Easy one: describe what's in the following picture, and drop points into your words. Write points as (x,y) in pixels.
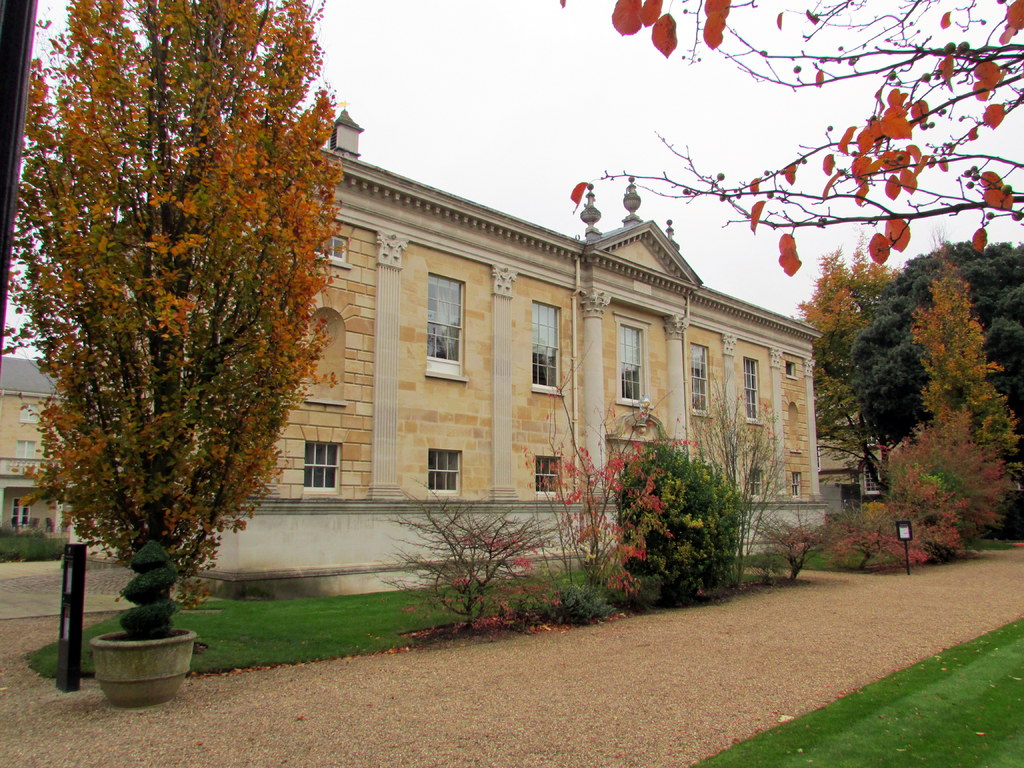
In this image in the front (987,714) there's grass (927,698) on the ground (915,698). In the center (635,498) there are trees (756,490), there are poles (63,603), there is grass (353,654) on the ground (353,625) and in the background (437,370) there are buildings (810,374), trees (842,368).
